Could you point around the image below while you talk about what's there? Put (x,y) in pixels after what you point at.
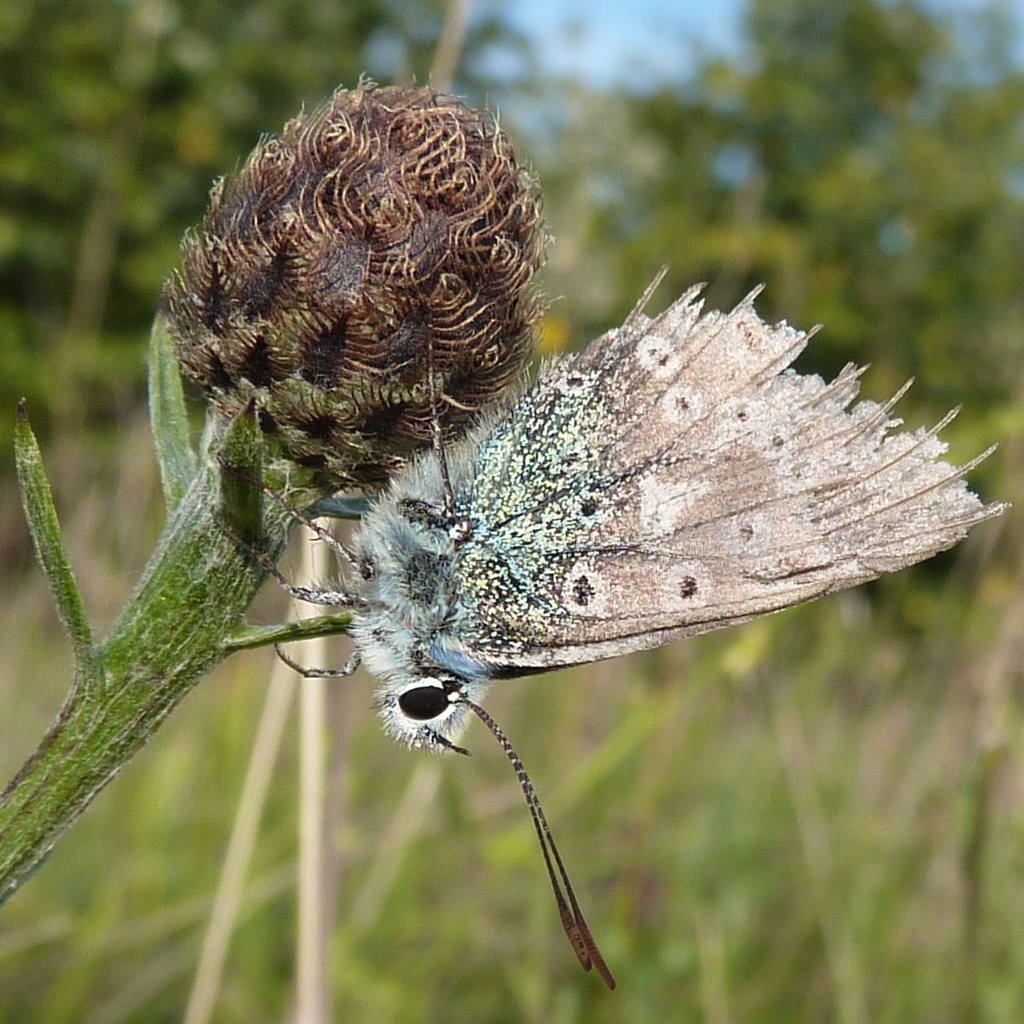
In this picture we can see a butterfly (450,641) on a stem (246,509) and in the background (848,183) we can see trees (740,97), sky (654,13) and it is blurry.
